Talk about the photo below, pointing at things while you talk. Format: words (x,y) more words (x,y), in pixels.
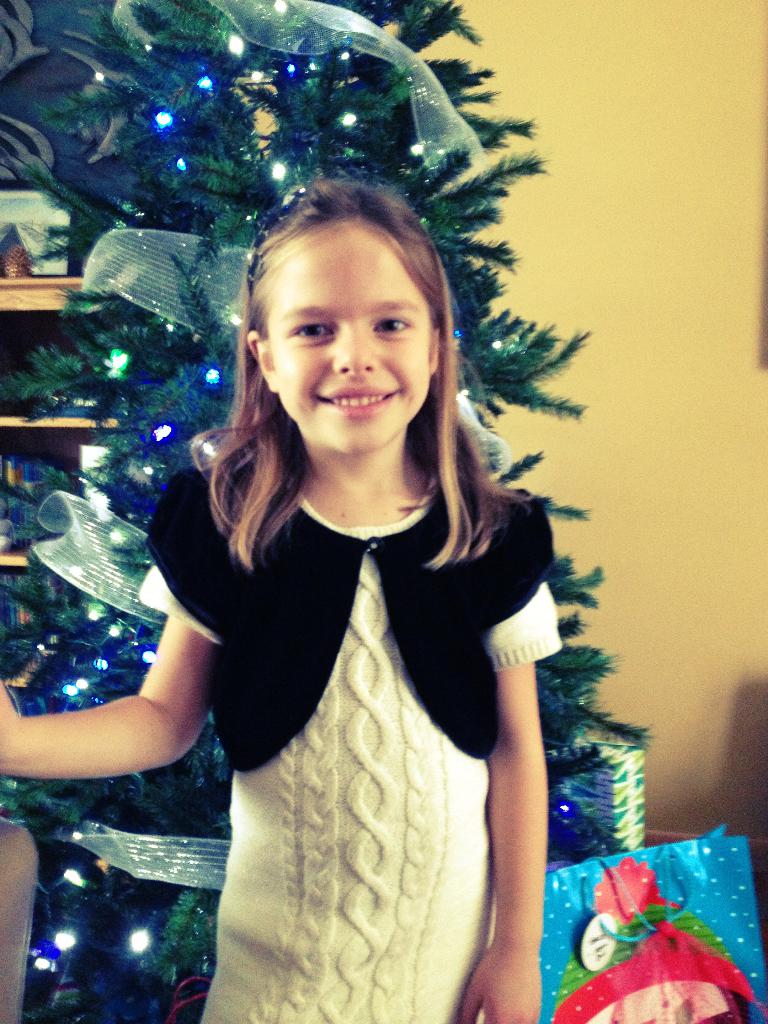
In this image I can see a person (402,780) standing wearing white and black color dress (387,601). Background (203,187) I can see a Christmas tree (211,142) in green color and a wall (529,299) in yellow color.
